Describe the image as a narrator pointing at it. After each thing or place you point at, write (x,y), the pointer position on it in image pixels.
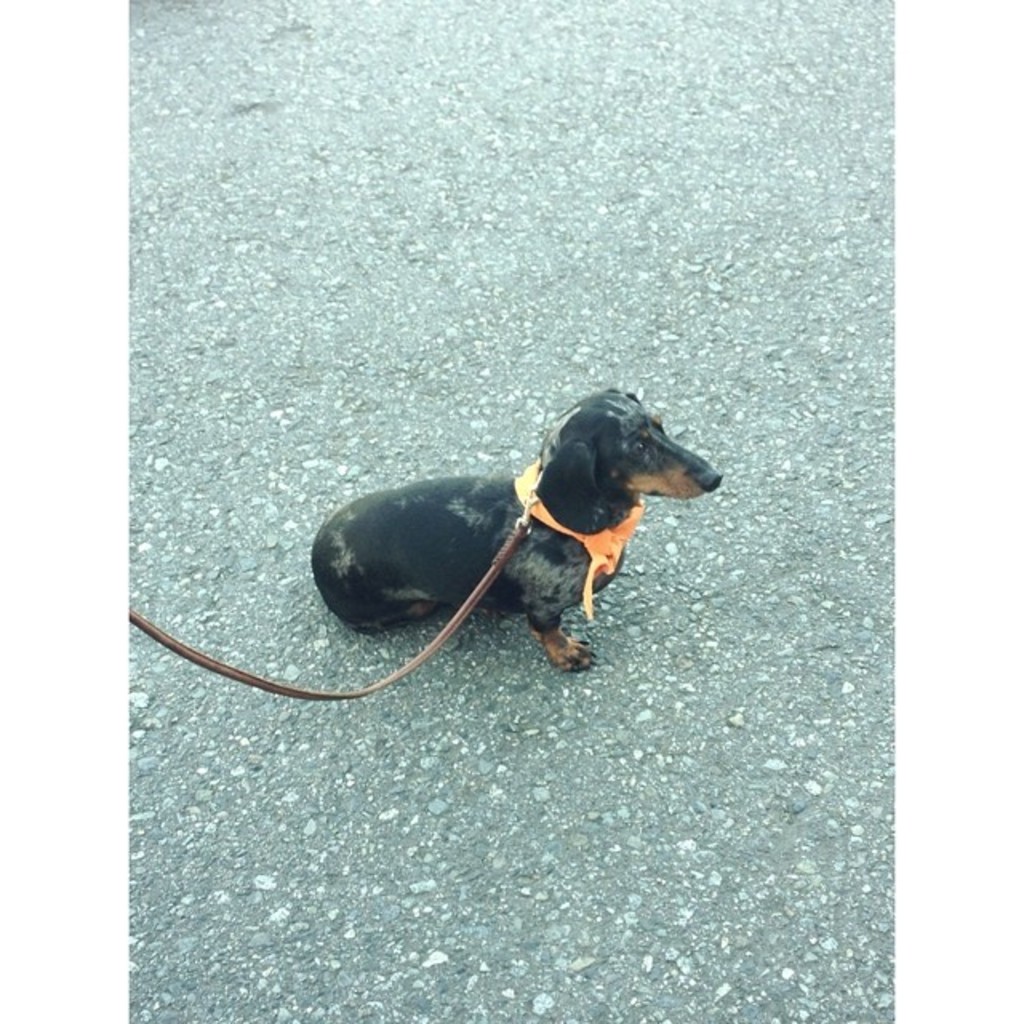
There is a dog (401,535) which is black in color is sitting on the road (634,579) and there is a belt (400,670) tightened to it.
